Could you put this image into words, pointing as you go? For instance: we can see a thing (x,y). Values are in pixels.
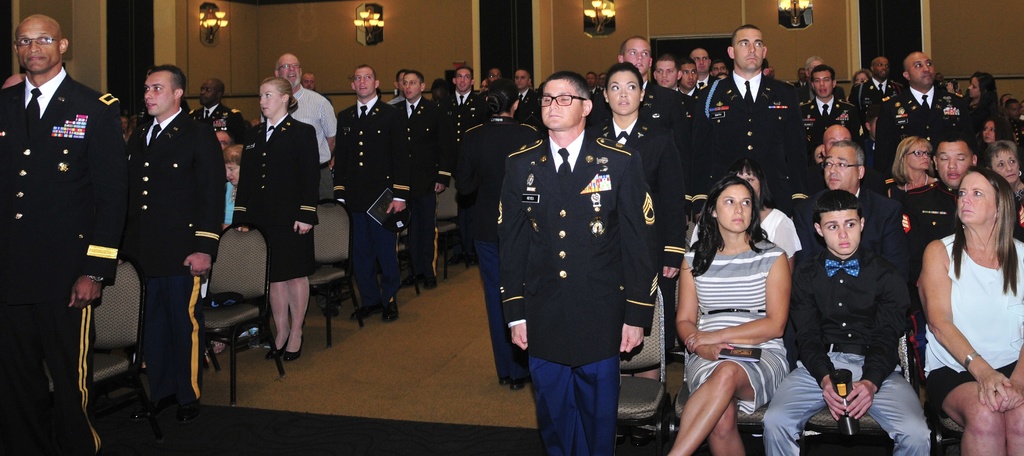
In this image, we can see a group of people (549,202). Few people (273,279) are standing and other few people (829,231) are sitting on the chairs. Here we can see chairs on the floor (415,371). Background (229,72) we can see wall (421,49), lights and doors (151,15).
